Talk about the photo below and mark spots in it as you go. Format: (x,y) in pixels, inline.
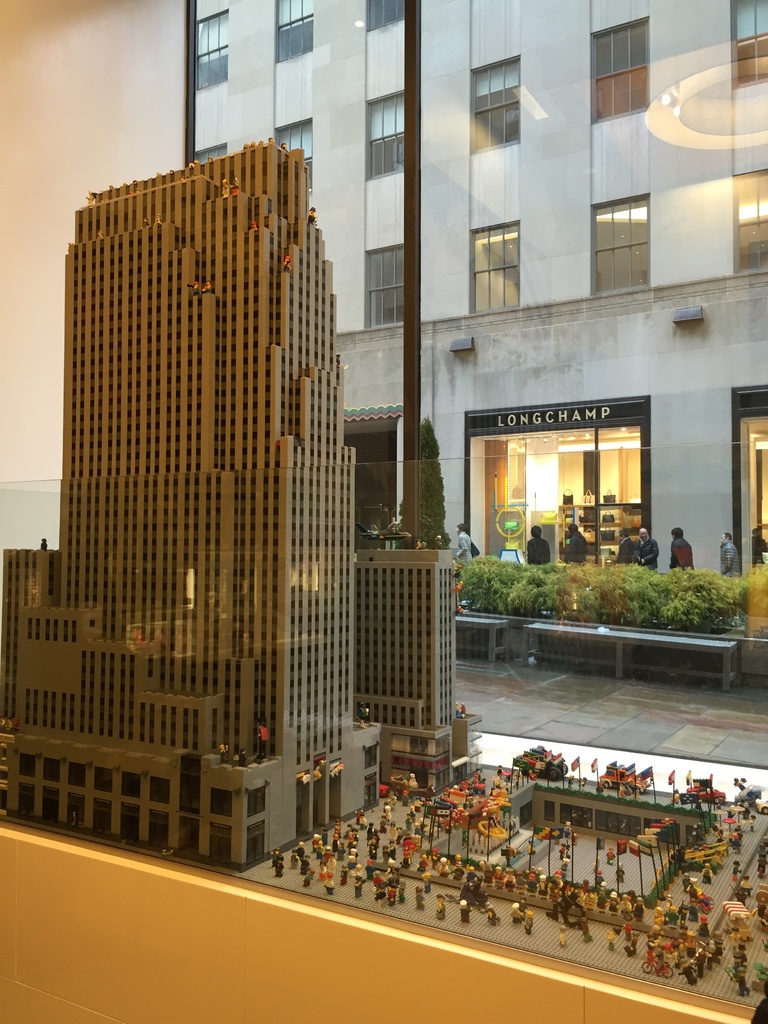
In this image, we can see a few toys (483,847). We can also see some buildings (674,374) with windows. We can also see a few people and some plants (628,594). We can also see the ground (720,748).
